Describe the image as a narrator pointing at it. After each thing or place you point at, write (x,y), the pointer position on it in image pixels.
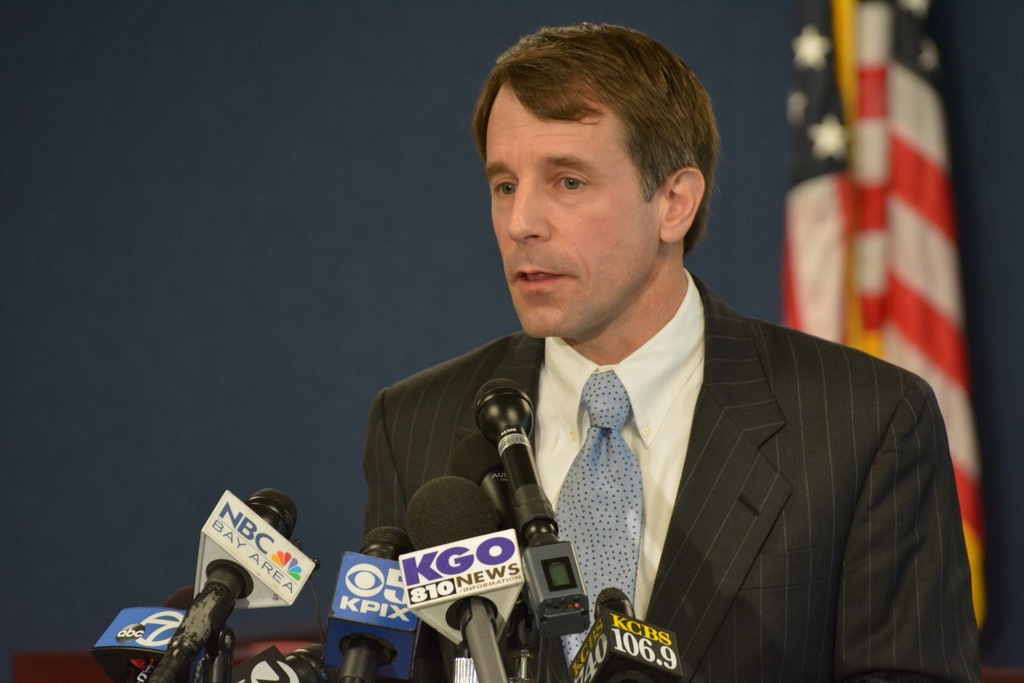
In this picture there is a man (664,188) standing and talking. In the foreground (465,525) there are microphones (544,605) on the podium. At the back (818,105) there is a flag (857,254) and there is a dark blue background (290,196).
